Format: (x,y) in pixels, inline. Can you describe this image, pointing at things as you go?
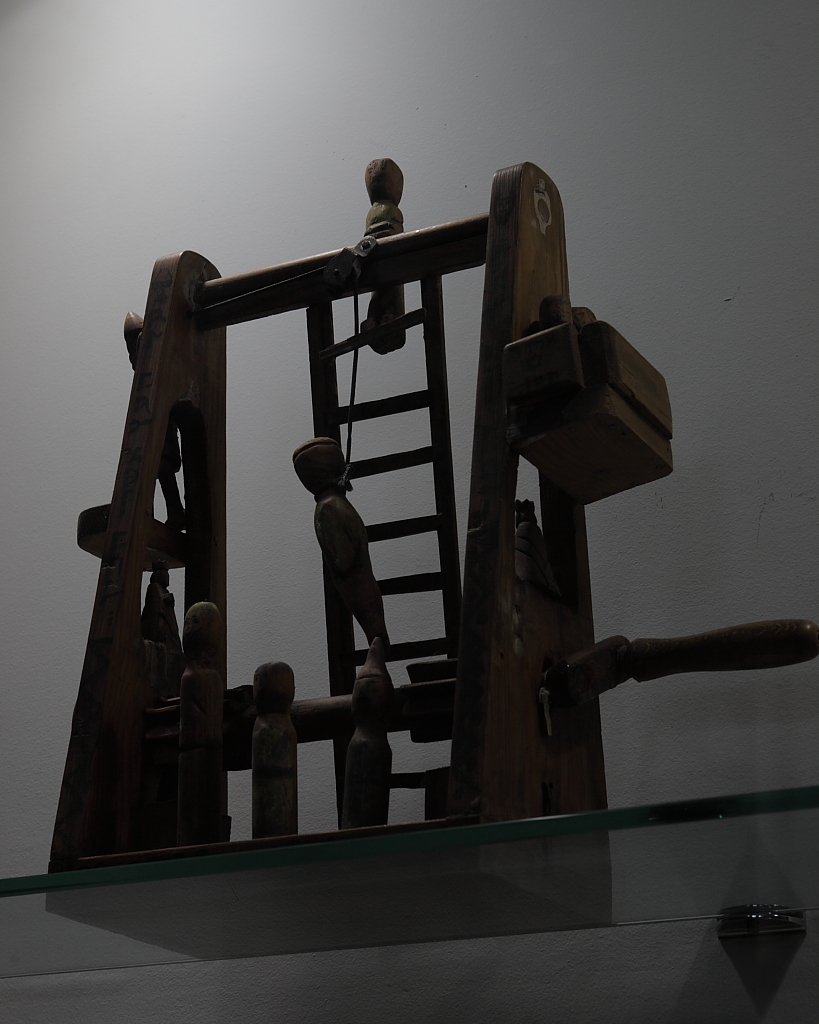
In this image I can see a wooden object (543,242) and background (599,176) is white.
